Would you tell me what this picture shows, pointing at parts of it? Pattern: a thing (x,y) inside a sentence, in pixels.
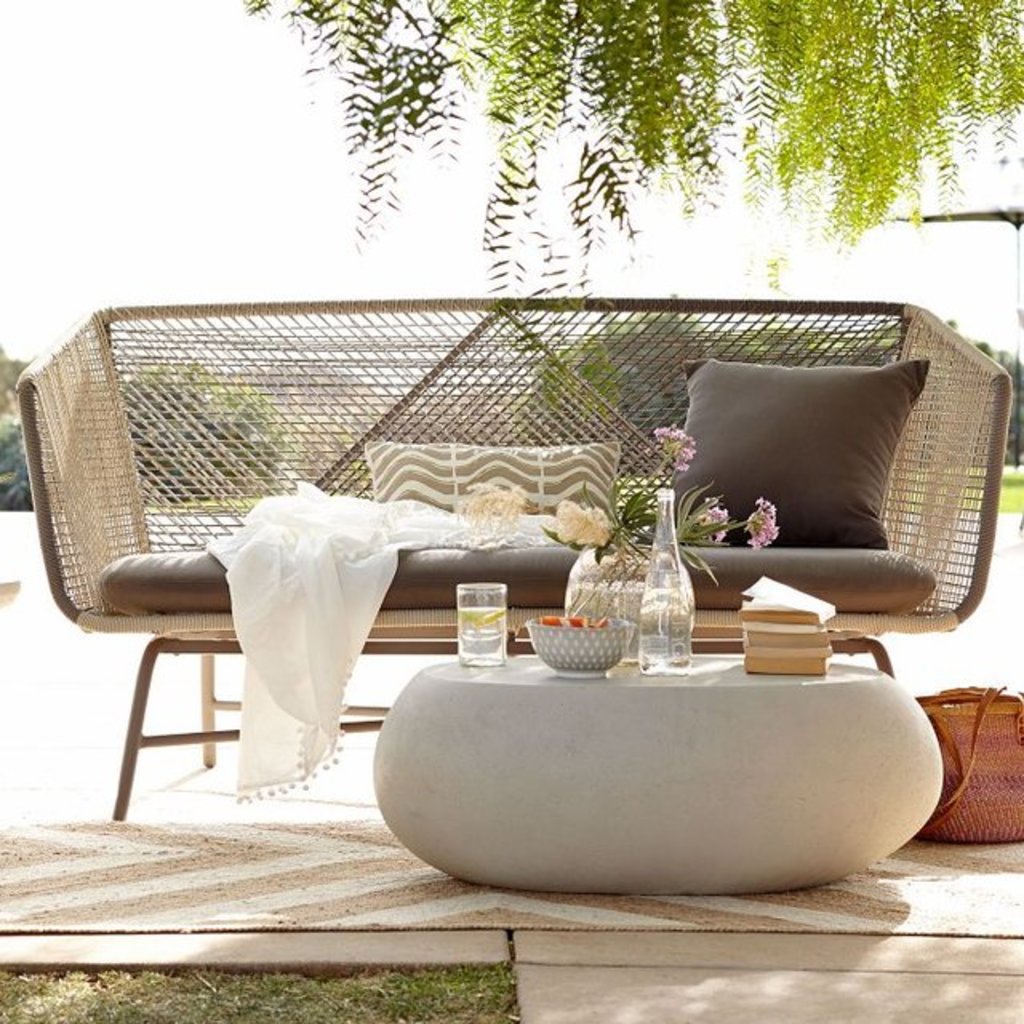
This picture is clicked outside on lawn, there is a woven sofa (654,455) with cushion pillow (736,458) and in front (830,748) there is table (742,716) with flower vase (630,514), bowl (573,646) and glass (503,632) and above it is a tree (660,56).
